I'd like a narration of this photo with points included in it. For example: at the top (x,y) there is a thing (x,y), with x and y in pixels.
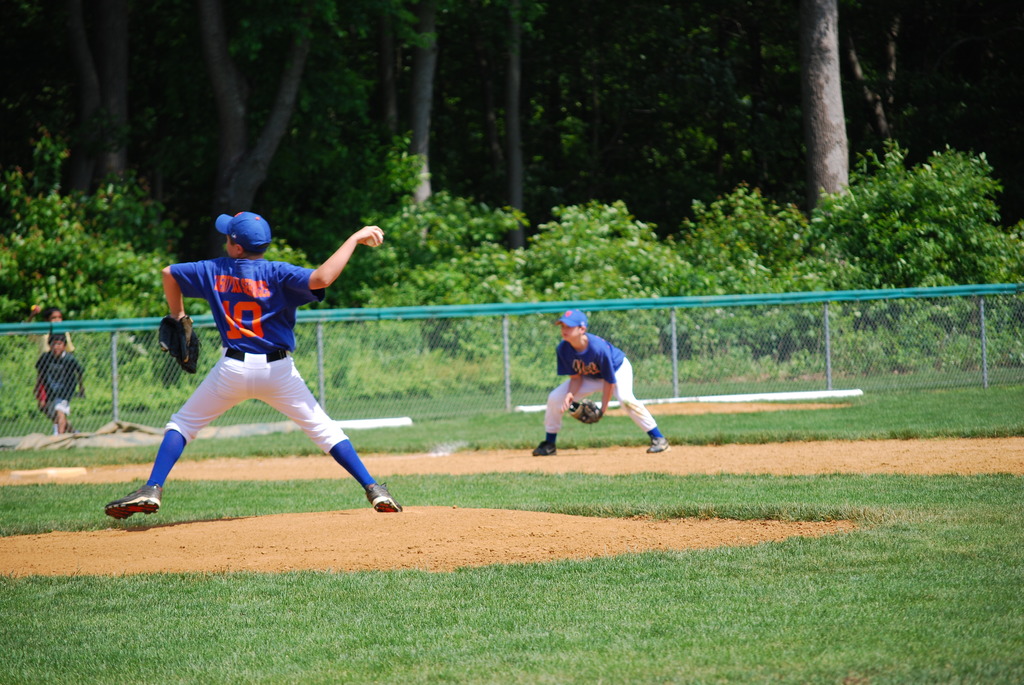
In the picture I can see a child (194,409) wearing blue color T-shirt (264,283), cap (227,222), socks (362,468) and shoes (153,511) is in the air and is on the left side of the image (237,281). In the background (563,371), we can see another person (586,381) wearing blue color T-shirt (583,361), cap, shoes (663,438) and glove (585,403) is standing on the ground (594,446). Here we can see the fence (95,339), two children (58,360) walking on the ground (89,418) on the left side of the image (41,366) and we can see plants (589,261) and trees (1016,216).
